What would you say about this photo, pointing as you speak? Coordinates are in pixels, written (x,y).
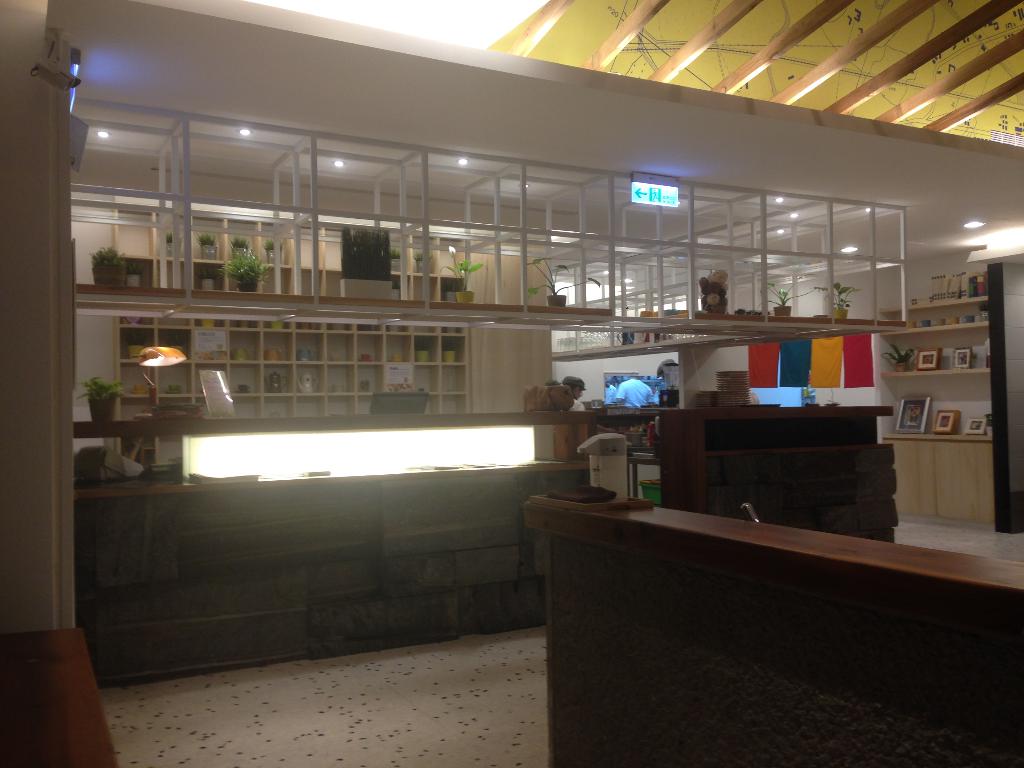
In this picture we can see objects (545,409) on the platform (687,566), floor (535,731), wooden object (101,727) and lights (163,351). There are people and we can see house plants (910,355), frames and objects (972,287) on racks (650,224), walls (645,172) and board (640,190).
